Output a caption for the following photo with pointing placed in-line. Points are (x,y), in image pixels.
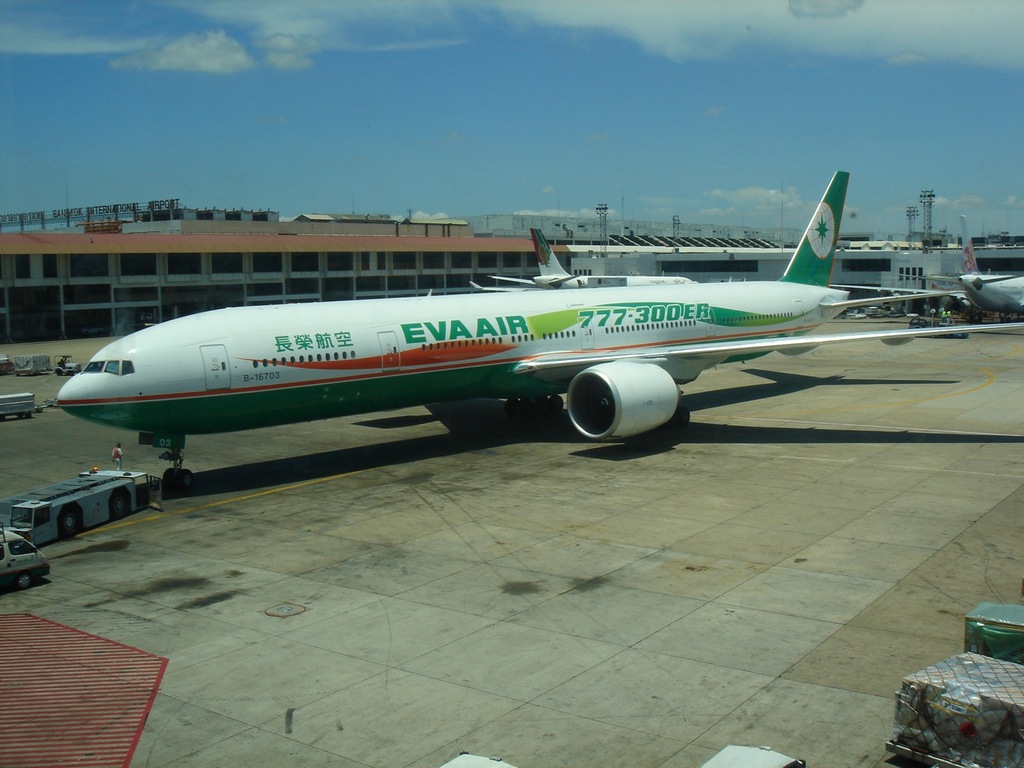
In this image we can see the airplanes (576,414) and some vehicles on the runway (635,463). We can also see some people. On the bottom of the image (933,674) we can see some containers (920,744) placed on the ground (982,545). On the backside (113,295) we can see some buildings (900,258), the metal frames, poles (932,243) and the sky (575,77) which looks cloudy.
